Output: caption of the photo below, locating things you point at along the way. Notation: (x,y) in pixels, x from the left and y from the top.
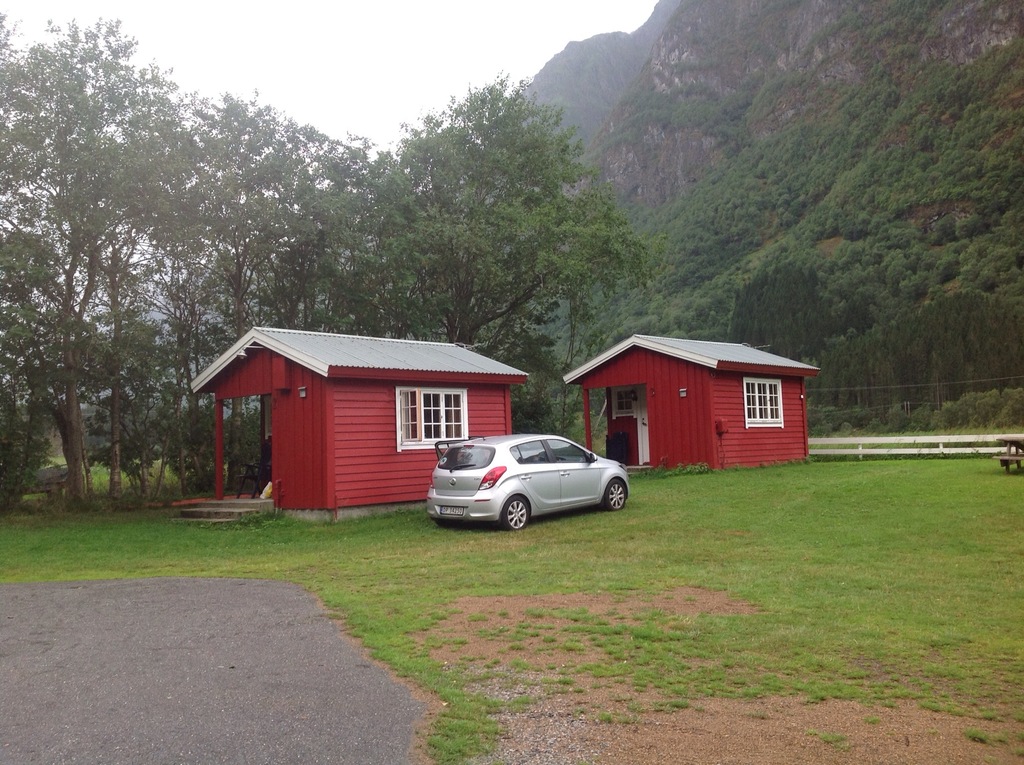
This picture is clicked outside. In the center (536,493) we can see a car (452,452) seems to be parked on the ground (645,523) and we can see the green grass (459,551) and the red color cabins (375,405) and we can see the windows (763,395) of the cabins (313,445) and some other items (264,441). In the background (400,52) we can see the sky (377,56), trees (270,252), plants (1003,408) and hills (912,247) and some other items (909,439).
